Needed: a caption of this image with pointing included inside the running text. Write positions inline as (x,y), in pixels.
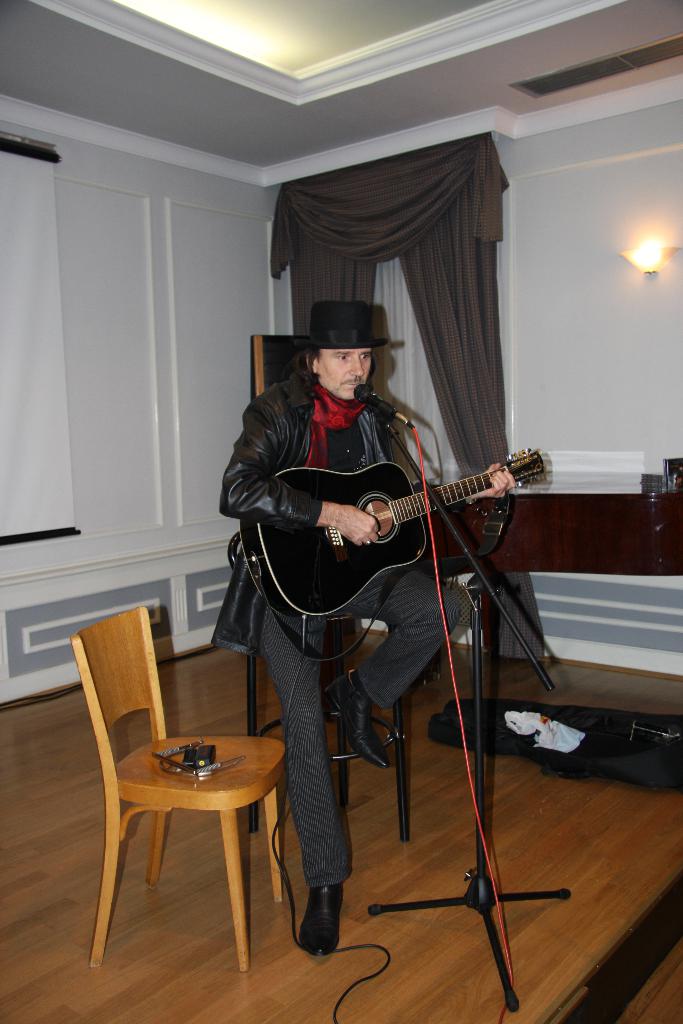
This is the man (254,476) sitting on the stool (249,679) and playing guitar (353,559). This is a chair (200,788) with an object (208,752) on it. This is a mic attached to the mike stand (478,590). I can see a guitar bag (554,761) placed on the floor (597,782). This is a curtain (424,288) hanging to the hanger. This is a lamp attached to the wall (623,291). This is a wooden floor (195,986). This is a rooftop (263,46) with lighting (268,45). I can see a white color banner (42,354) hanging to the wall (100,334).
